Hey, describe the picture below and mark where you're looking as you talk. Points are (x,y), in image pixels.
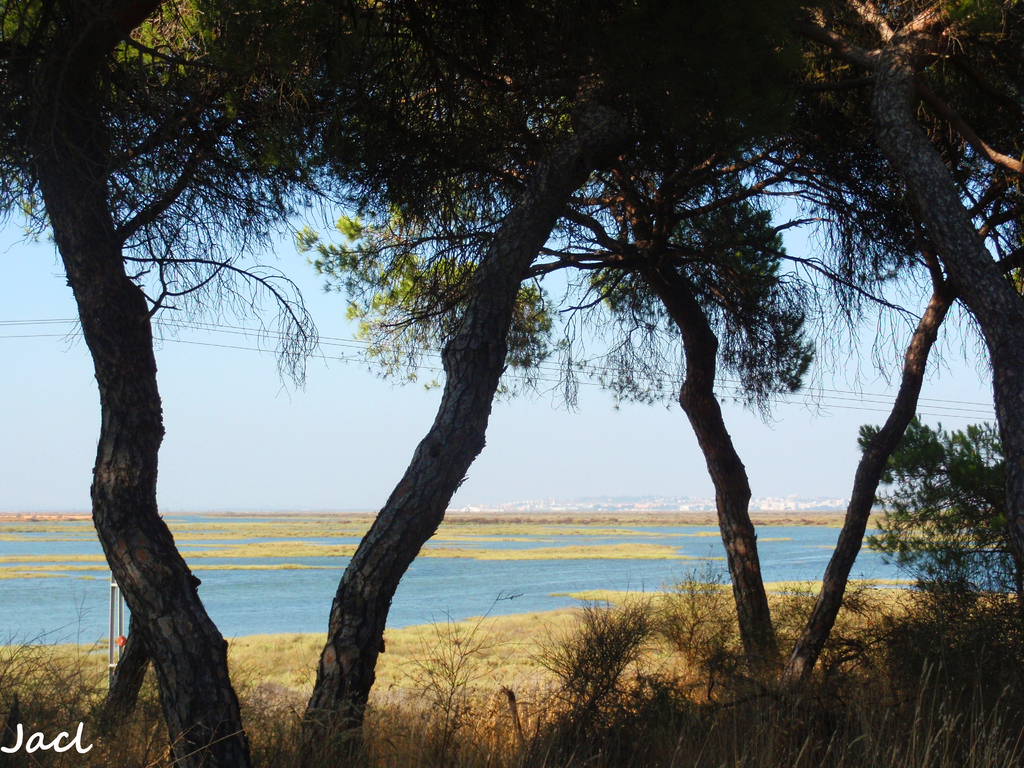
In this picture there is grassland (970,610) at the bottom side of the image (408,633) and there are trees (410,90) at the top side of the image (597,144) and there is water (12,544) in the background area of the image (55,602).
